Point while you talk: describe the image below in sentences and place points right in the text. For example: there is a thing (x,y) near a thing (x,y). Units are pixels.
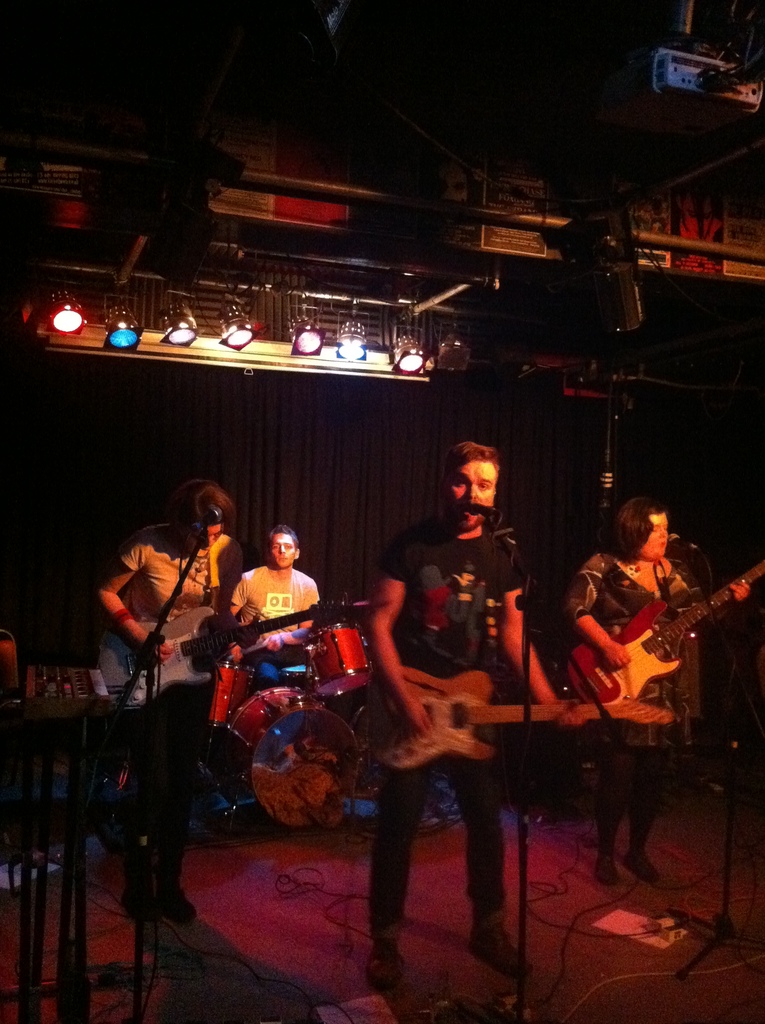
A rock band (645,563) is performing on stage (609,888). In them three (409,834) are playing guitar (106,652) and the other (279,641) is playing drums (312,771). There is lights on the top (314,337).
